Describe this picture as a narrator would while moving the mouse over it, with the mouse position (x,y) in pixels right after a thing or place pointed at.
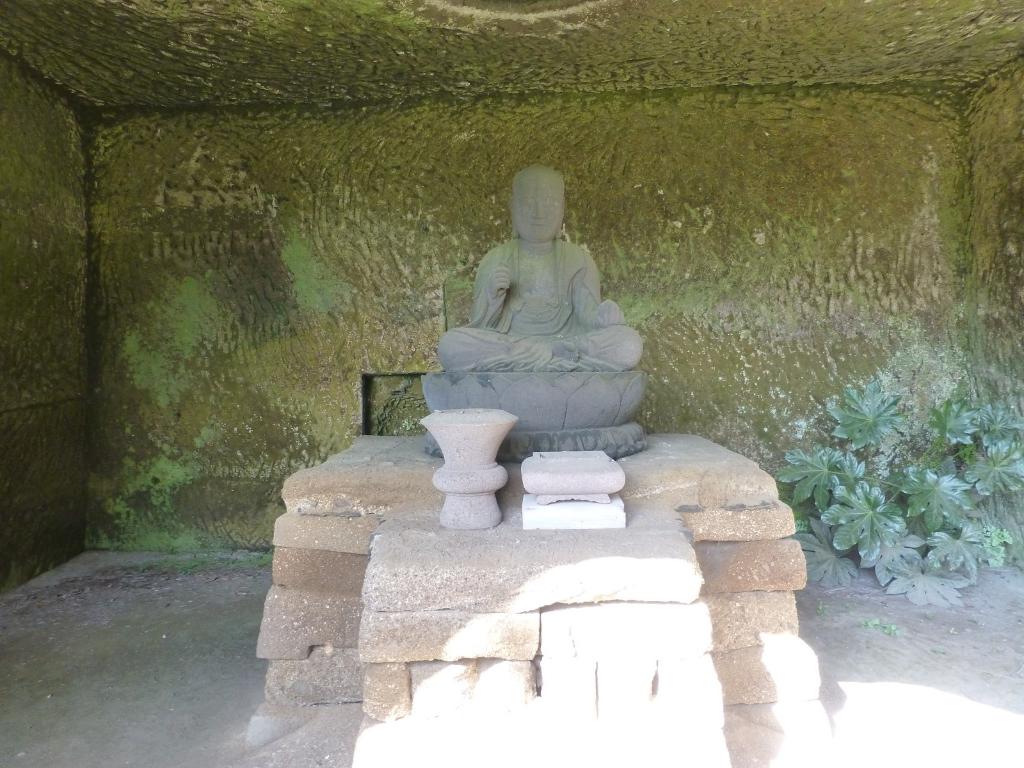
In this image I can see a statue (561,316) which is in grey color. I can see a brick wall (471,600). Background (814,112) is in green color and I can see a small plant (1008,483).
